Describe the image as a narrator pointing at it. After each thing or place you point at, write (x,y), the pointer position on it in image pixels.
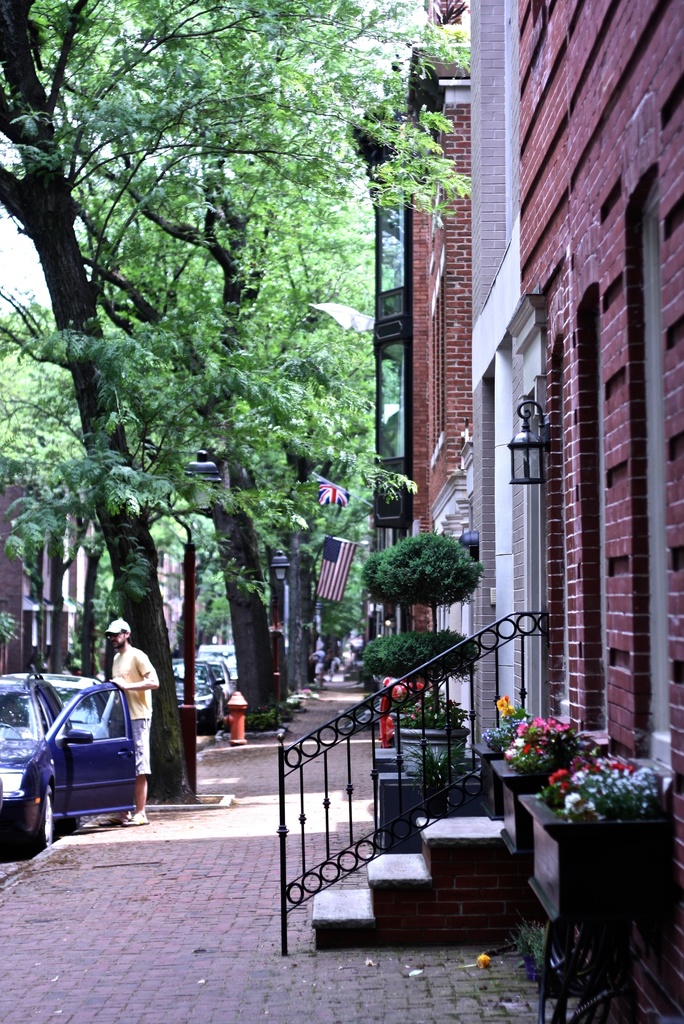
This image consists of building (619,476) in brown color made up of bricks (462,882). In the front (455,875), there are steps (422,863) along with the railing (338,737). To the left (39,774), there is a car (70,756) in blue color beside which a man (138,729) is standing. In the background (124,421), there are trees (215,487). At the bottom (135,931), there is a pavement (160,941).
